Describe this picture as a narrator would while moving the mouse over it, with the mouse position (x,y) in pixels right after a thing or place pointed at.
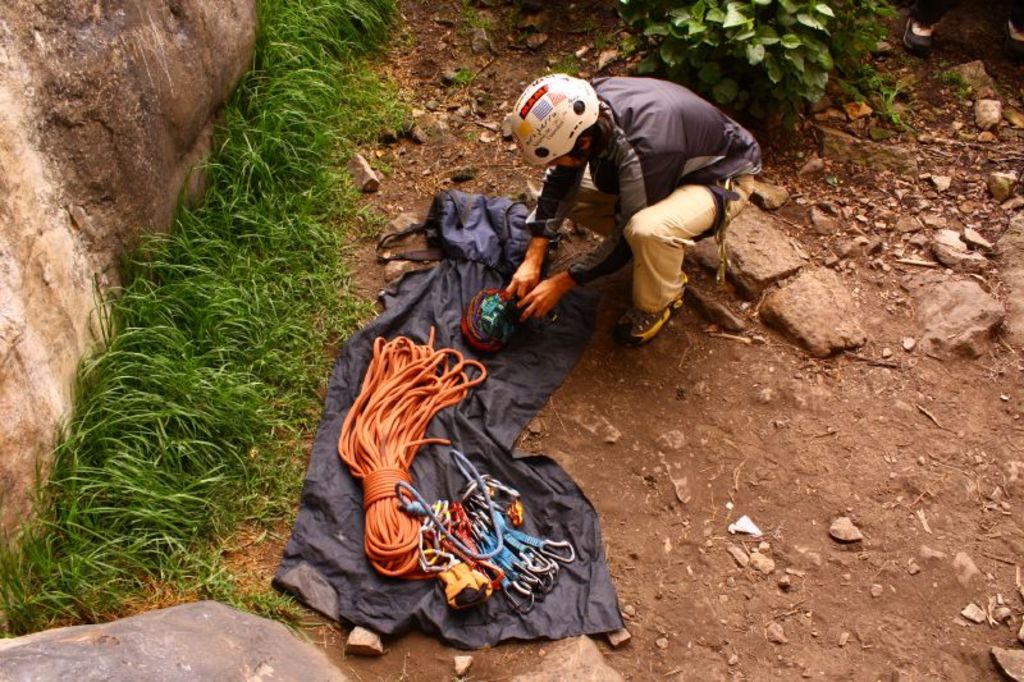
In the center of the image (655,232) we can see person (587,212), cloth (453,269), rope (384,523) and some objects (455,549). On the right side of the image (753,32) there are stones (858,326) and tree (801,61). On the left side (84,359) we can see rocks (146,87) and grass (221,292).
